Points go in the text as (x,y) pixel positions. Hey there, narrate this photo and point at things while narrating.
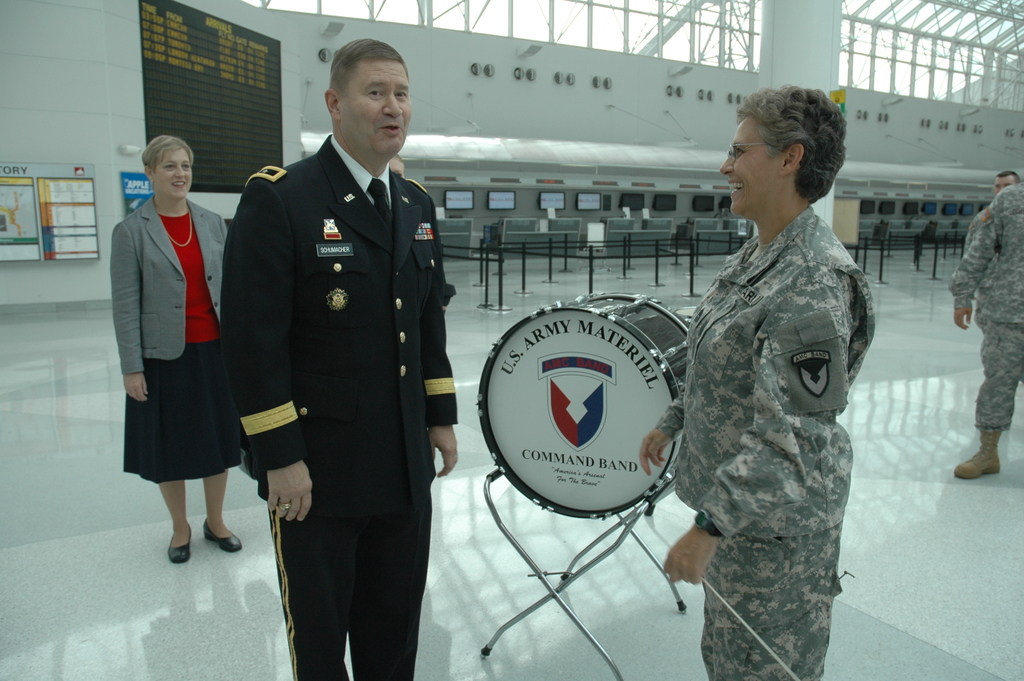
On the left side (195,240), there is a woman (195,240) in red color T-shirt (195,244), smiling and standing. Beside her, there is a person (321,344) in an uniform (306,243), standing and speaking. Beside this person (452,420), there is a drum (515,433) arranged on the floor (588,619). On the right side (848,264), there is a person (804,236) in an uniform (786,490), smiling and standing. In the background (1019,313), there are two persons (984,219), there is a pillar (800,71), there are posters (62,199) attached to the wall (26,156), there are fences (496,248) and there is a white wall (622,83).
